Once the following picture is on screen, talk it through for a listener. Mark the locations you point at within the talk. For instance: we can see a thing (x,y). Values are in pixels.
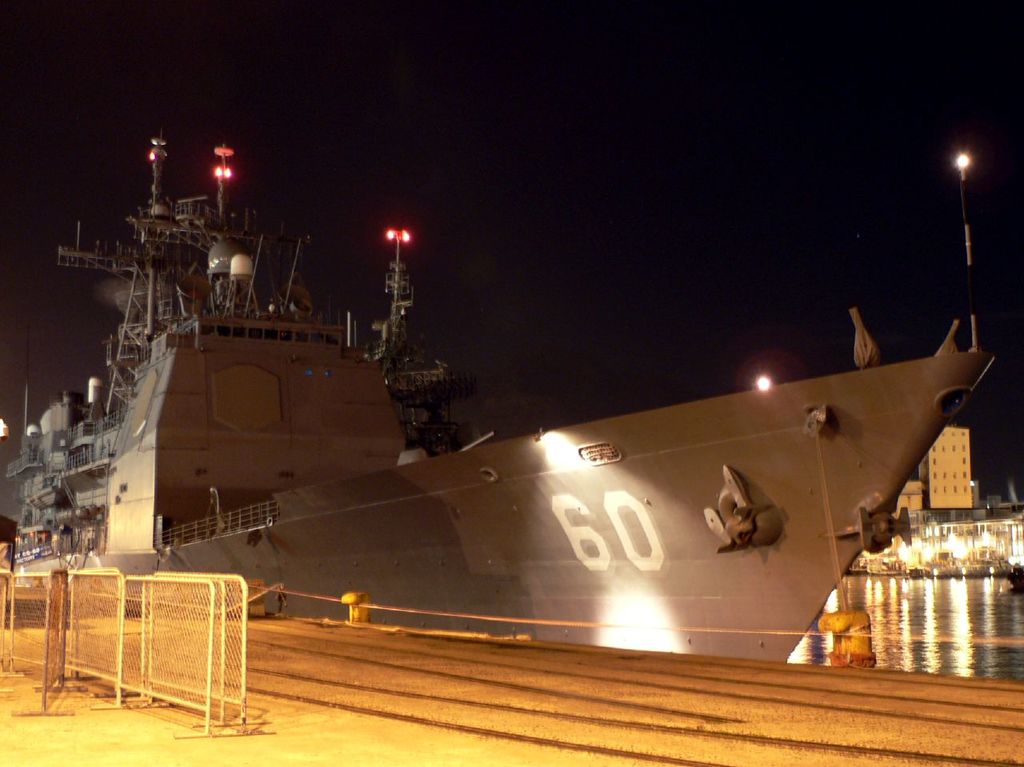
In this image we can see a ship (468,505). Behind water (925,620) and buildings (924,486) are there. Left side of the image (134,646) fencing (140,633) is present.
